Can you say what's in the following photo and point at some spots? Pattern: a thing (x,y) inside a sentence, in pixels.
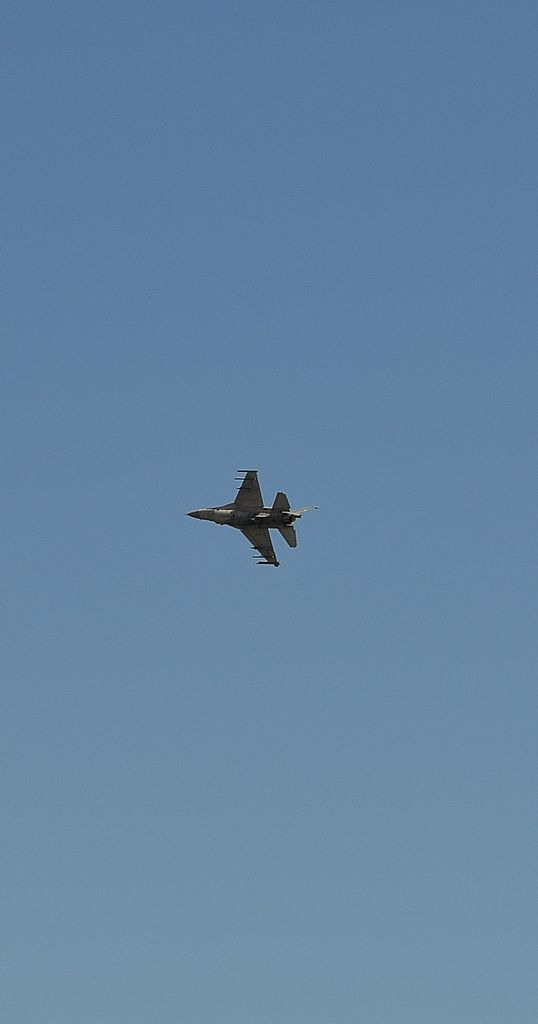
In this picture we can see an airplane (191,513) in the air (275,433). In the background of the image (266,490) we can see the sky (251,845) in blue color.
